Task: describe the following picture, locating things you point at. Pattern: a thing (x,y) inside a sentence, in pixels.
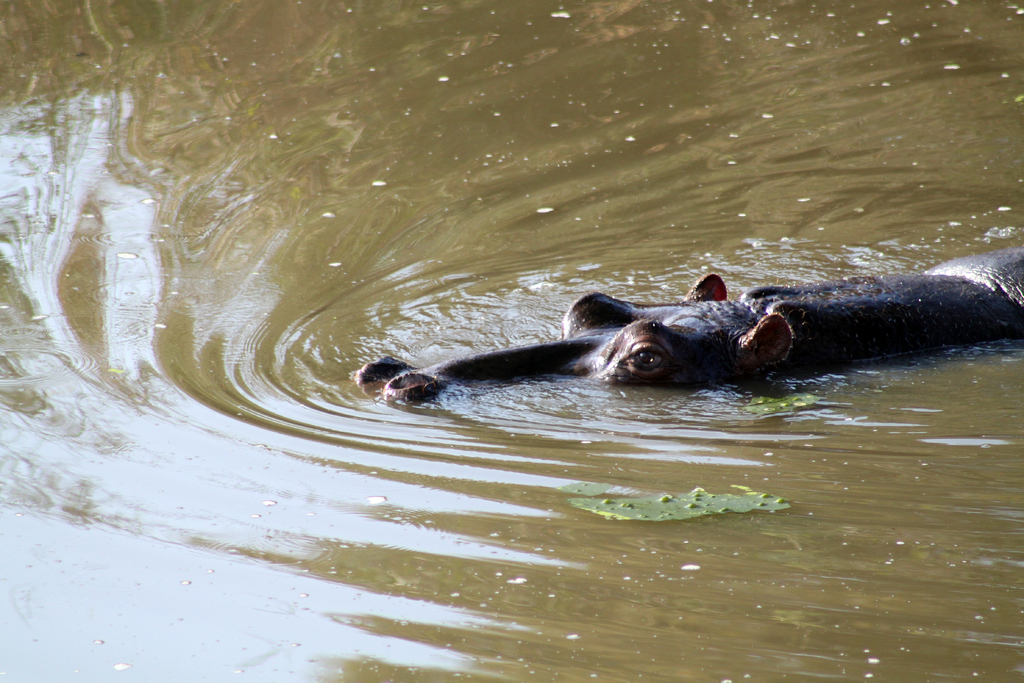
In this image I can see an animal (929,332) in the water (939,349) and the animal (920,316) is in brown color and I can also see few leaves (683,510) in green color.
